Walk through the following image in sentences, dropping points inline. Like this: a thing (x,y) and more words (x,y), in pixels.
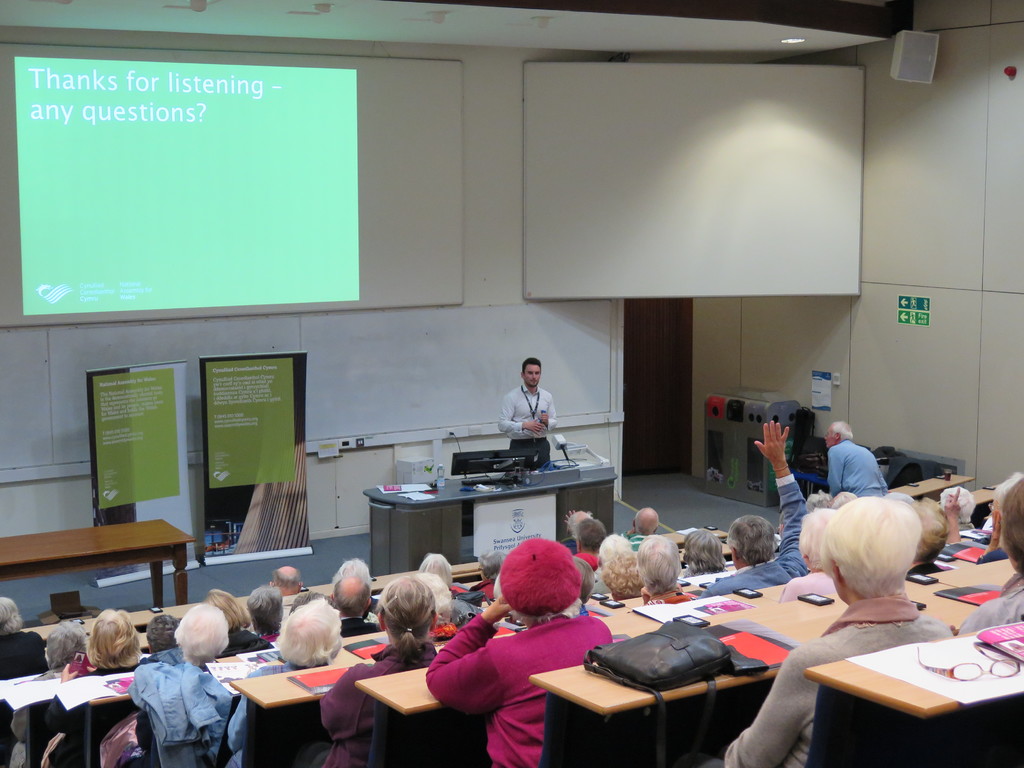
In this image i can see a group of people (777,717) are sitting on a chair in front of a table (577,670). I can also see a projector screen (288,226) and a man (544,444) is standing.
